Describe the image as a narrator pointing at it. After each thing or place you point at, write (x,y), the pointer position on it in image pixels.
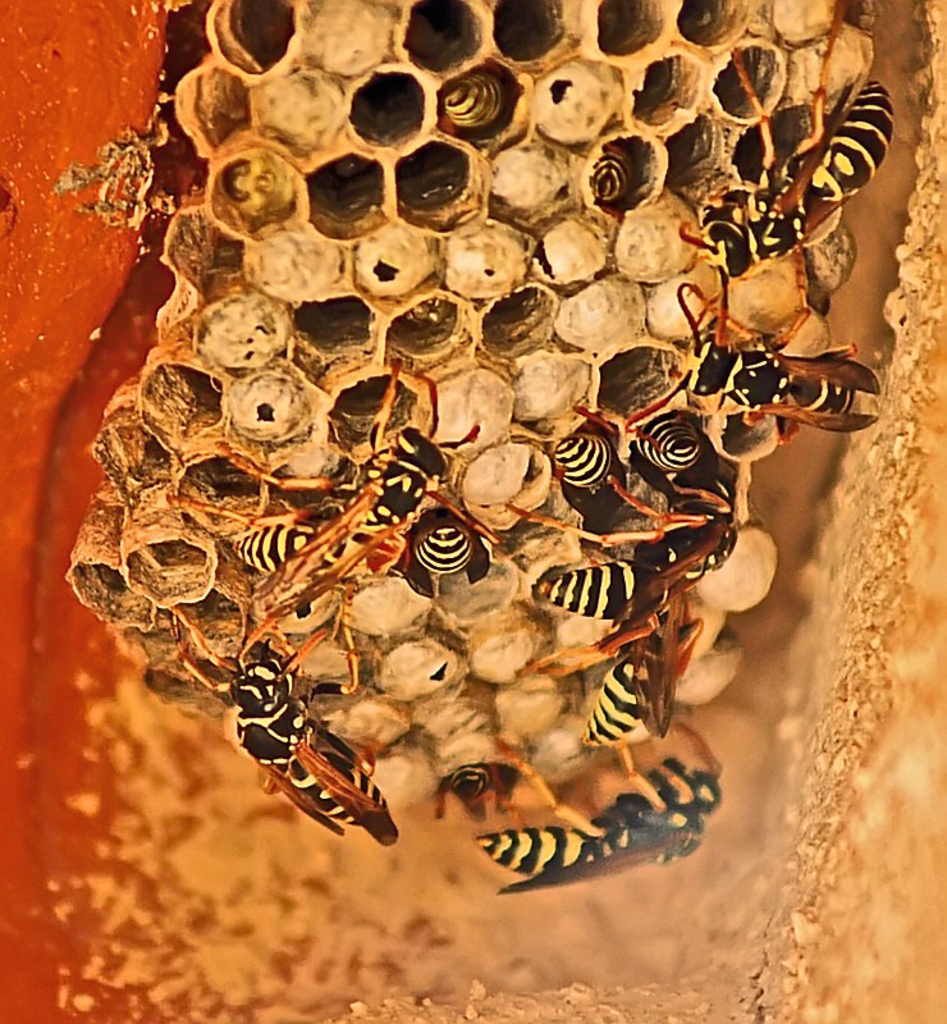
In this image we can see some wasps (675,625) on a nest (528,678).
